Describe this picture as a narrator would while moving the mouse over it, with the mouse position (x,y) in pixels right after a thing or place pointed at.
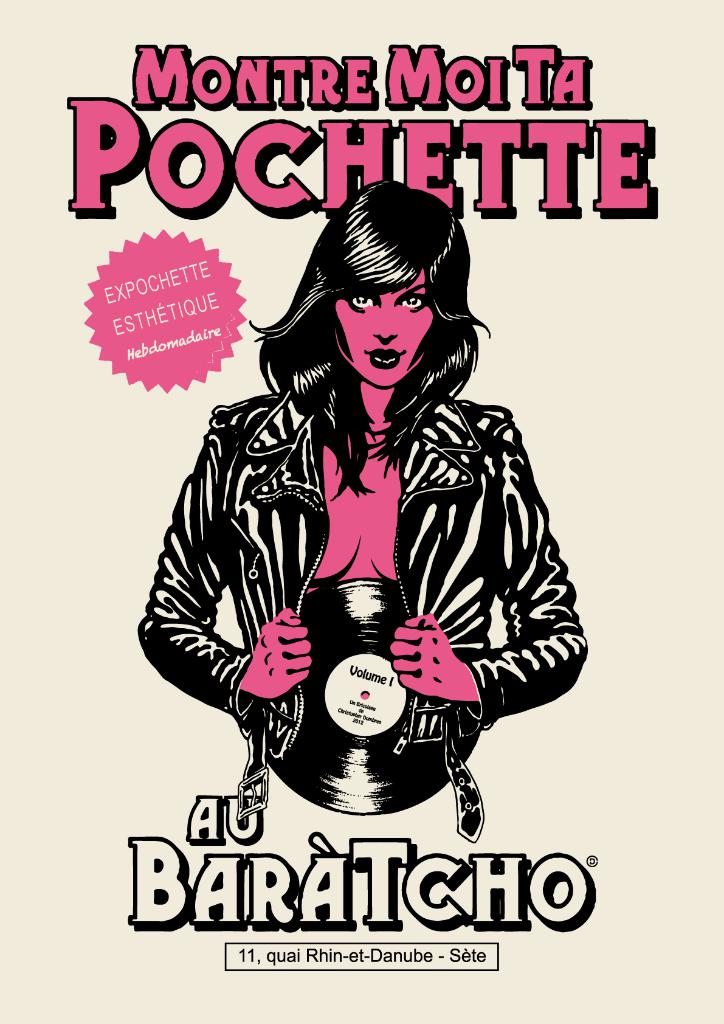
In this image there is a poster (301,312), on that poster (356,492) there is a lady (382,533) and there is some text (266,886).
